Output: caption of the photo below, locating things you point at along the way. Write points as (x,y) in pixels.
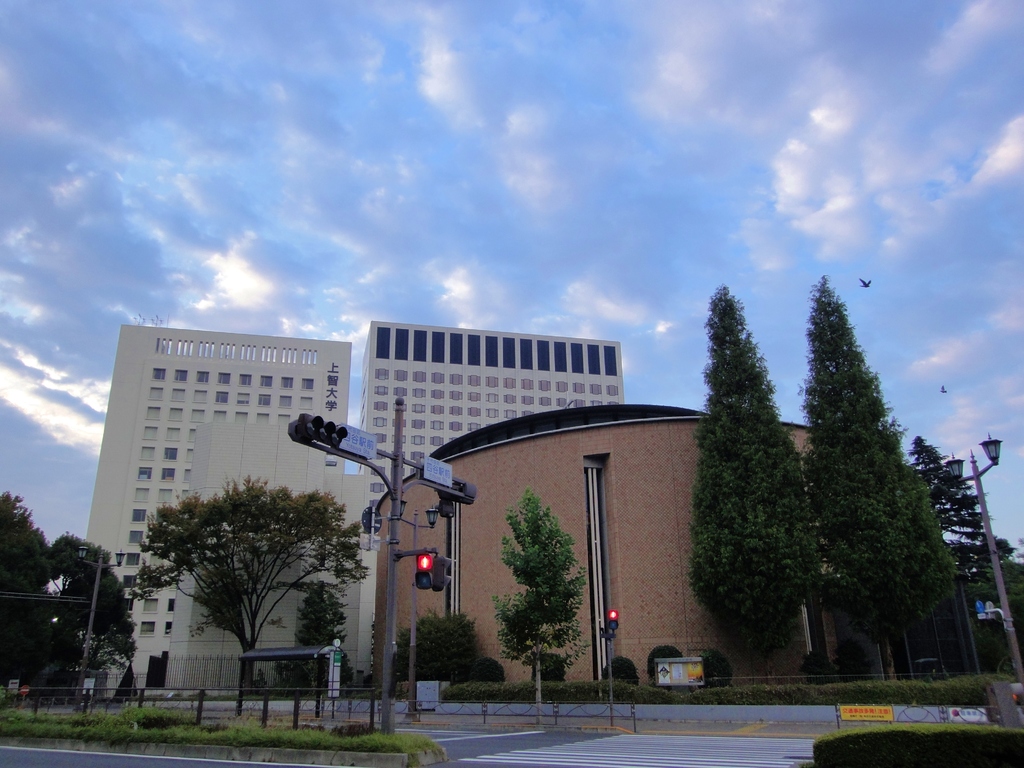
The picture is clicked outside a city (203,723), on the streets (722,767). In the foreground of the picture (783,736) there are plants (144,715), signals (391,614), street lights (404,511), railing (367,699), road (448,732) and trees (523,645). In the center of the picture (446,384) there are buildings (610,490) and trees (918,514). Sky (839,134) is little bit cloudy. On the right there are birds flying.
